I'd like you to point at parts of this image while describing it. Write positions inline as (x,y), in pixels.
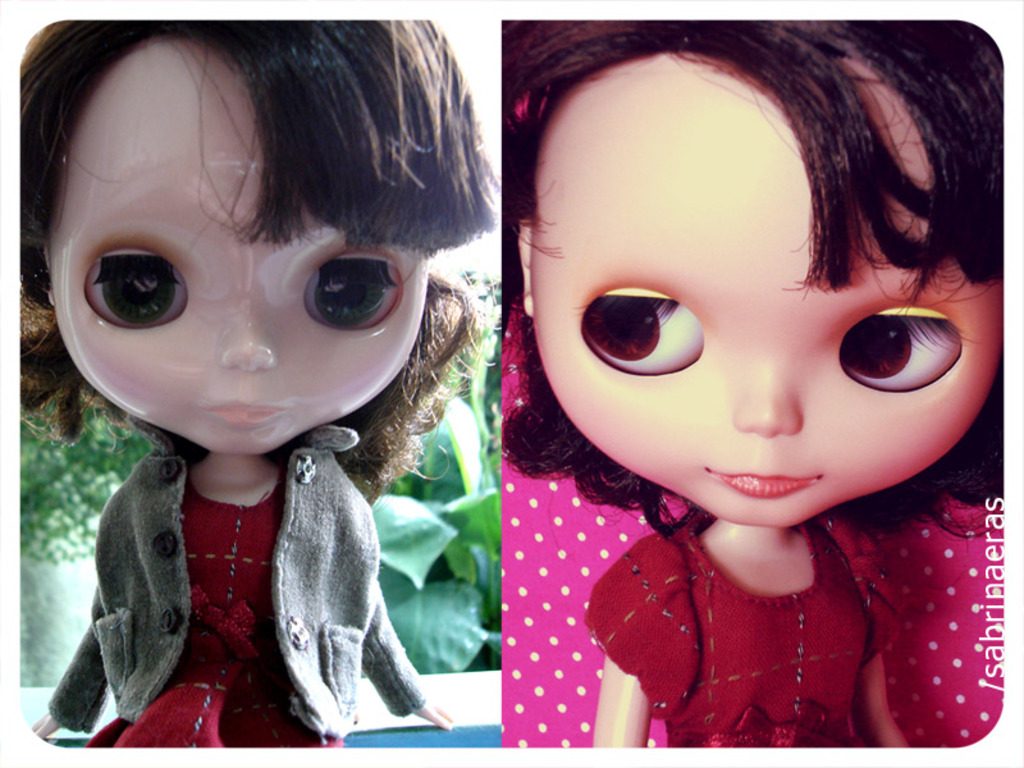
This is an edited image. On the right (735,584) we can see a doll (770,565) wearing red color dress (760,625) and the background (926,636) is pink in color. On the left (281,87) we can see another doll (231,338) wearing red color dress (242,581) and jacket (283,620) and seems to be sitting on an object (420,738). In the background (415,497) we can see the green leaves (394,498) and we can see the text (997,570) on the image.
